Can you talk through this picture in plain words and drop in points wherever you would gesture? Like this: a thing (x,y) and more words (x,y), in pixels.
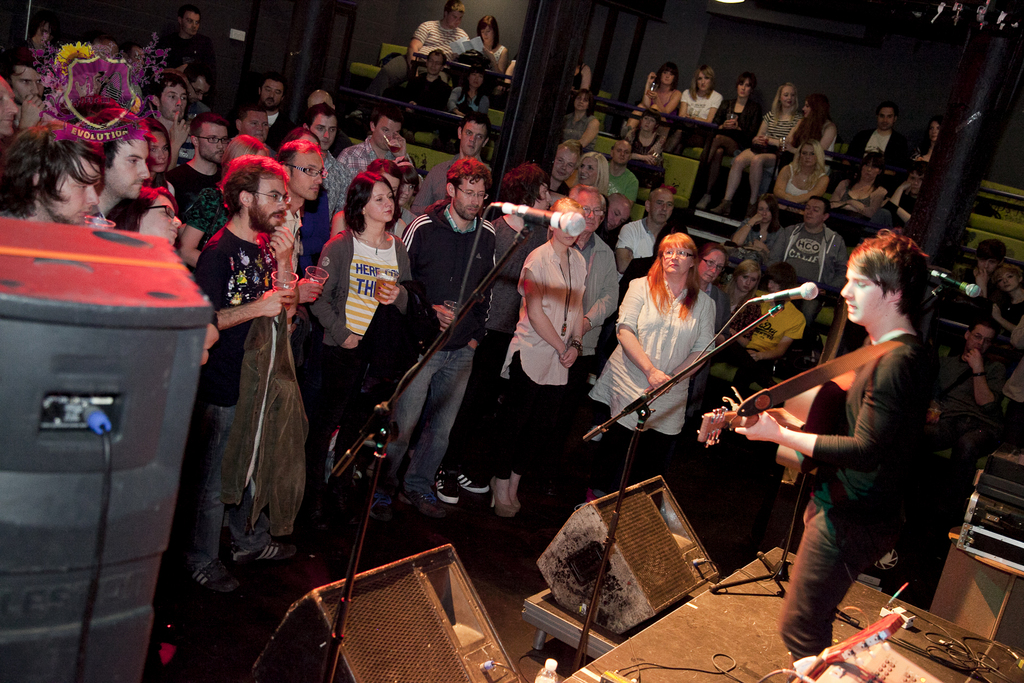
In this image there is a person (814,437) playing guitar (808,429) on a stage (680,619), in front of there is a mic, speakers (148,423) and people (333,213) standing, in the background (652,257) there are people (783,106) on chairs (615,128).
